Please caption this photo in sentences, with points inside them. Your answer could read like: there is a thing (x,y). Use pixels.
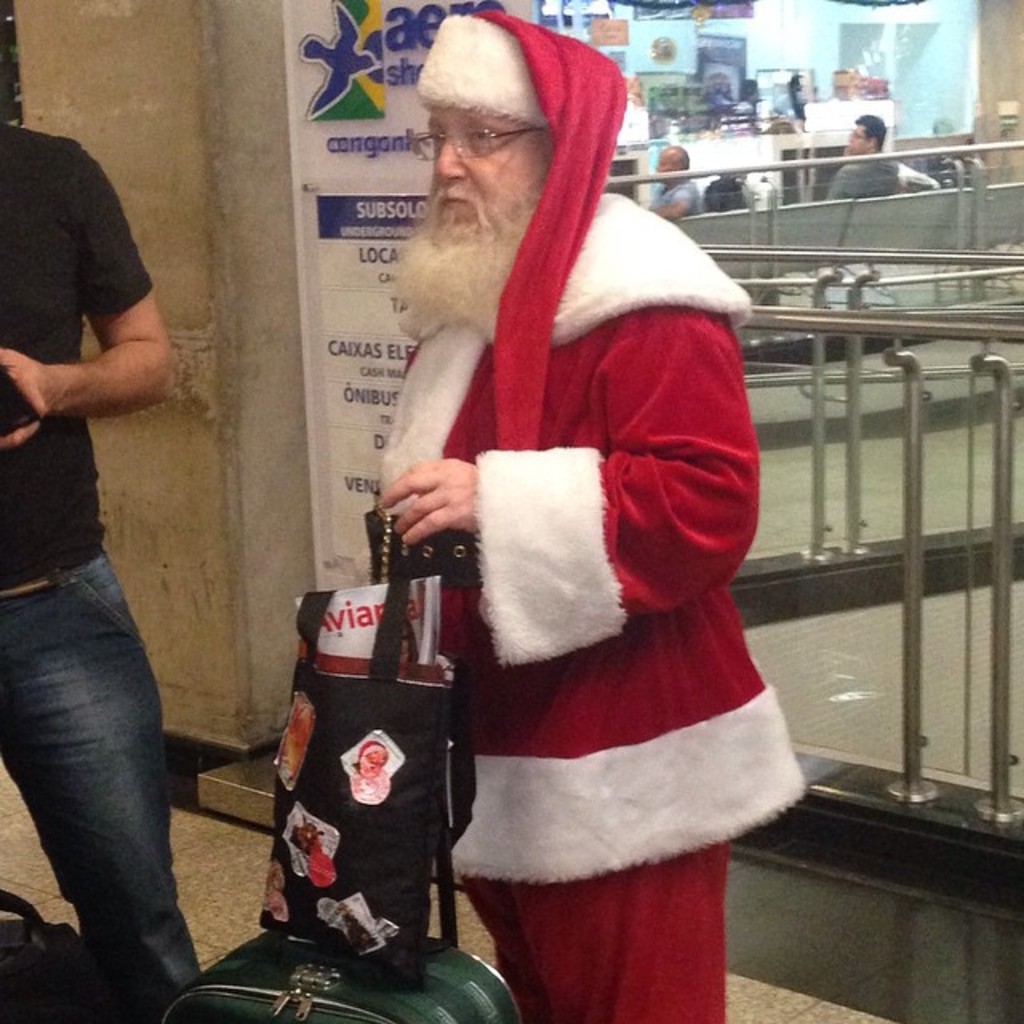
In the middle (597,390) an old man (487,513) is standing in the Christmas dress (543,558). On the left side (79,490) there is another person (52,334). This person (43,345) wore black color t-shirt (91,482), on the right side (871,142) 2 persons (870,176) are sitting on the bench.
